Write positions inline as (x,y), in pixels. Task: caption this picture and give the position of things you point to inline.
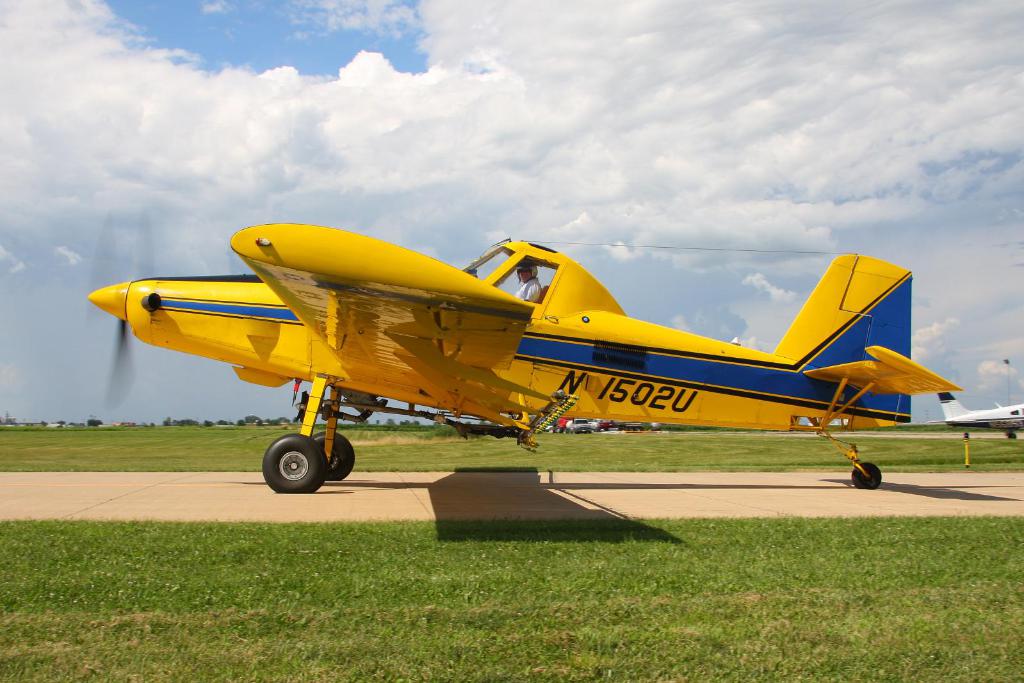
In this picture, we see the airplane (430,288) in yellow and blue color is on the runway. Here, we see the man (523,281) riding the airplane (551,292). At the bottom (505,609), we see the grass (759,667). On the right side (1013,436), we see an airplane (1022,426) in white color. There are trees (168,425) in the background (94,424). At the top (327,104), we see the sky (444,80) and the clouds (583,185).
